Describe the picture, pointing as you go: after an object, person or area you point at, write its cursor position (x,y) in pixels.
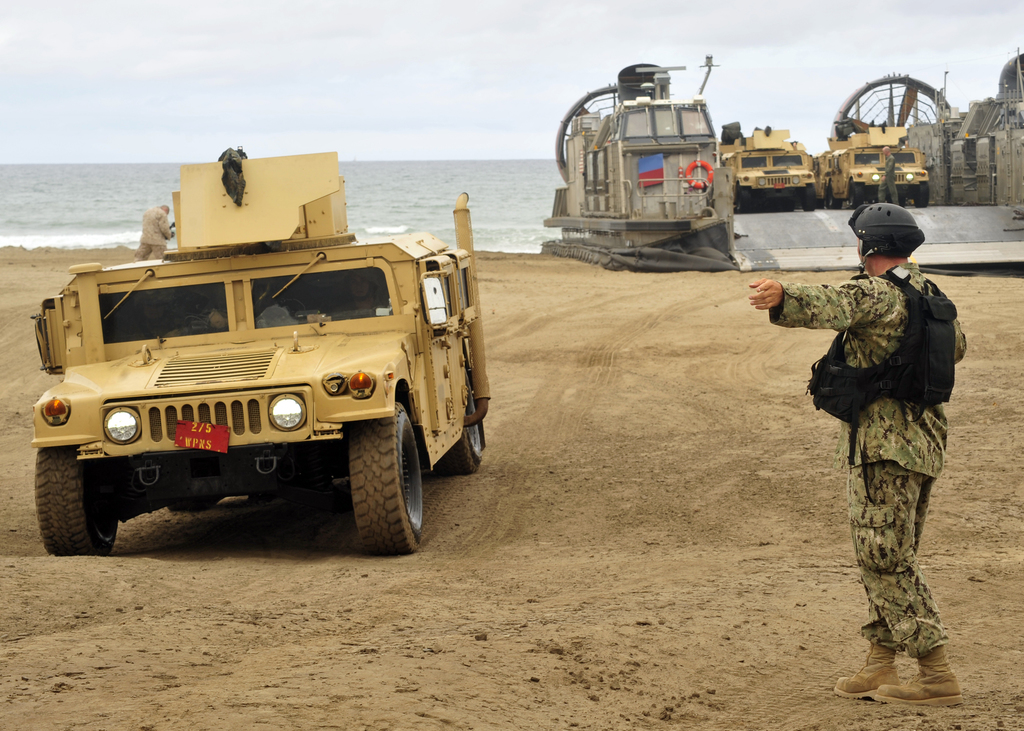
This image consists of vehicles (384,346). On the right (917,681), we can see a man (919,574) wearing a helmet (874,233) and a backpack (852,440). At the bottom (649,661), there is a ground (513,619). In the background (99,241), there is water (421,169). It looks like it is clicked near the ocean (117,242). At the top (409,50), there is sky (409,50).
